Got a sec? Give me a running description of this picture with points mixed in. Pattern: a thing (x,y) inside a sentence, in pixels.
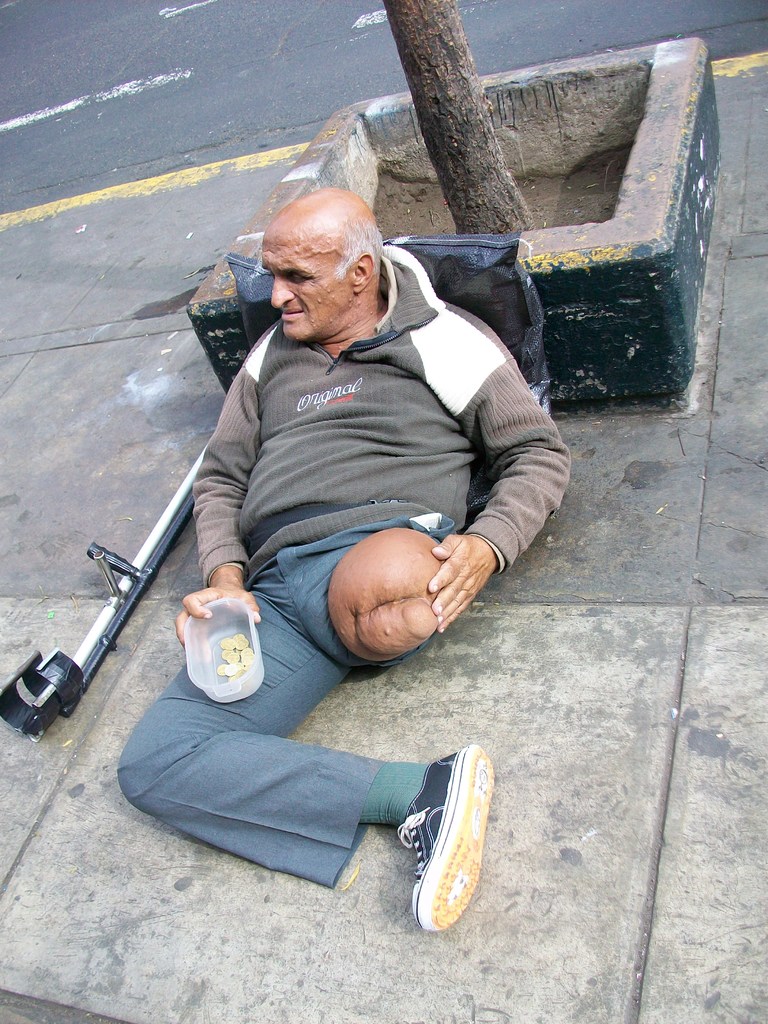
In the middle of the image (347,358), there is a handicapped person (347,358) holding a box (242,619), in which there are coins (242,650) and leaning on a bag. Beside him, there is a stick (173,501) on the footpath (166,642) and there is a tree (488,143). In the background (342,53), there is a road (256,11), on which there are white color lines (177,11).
